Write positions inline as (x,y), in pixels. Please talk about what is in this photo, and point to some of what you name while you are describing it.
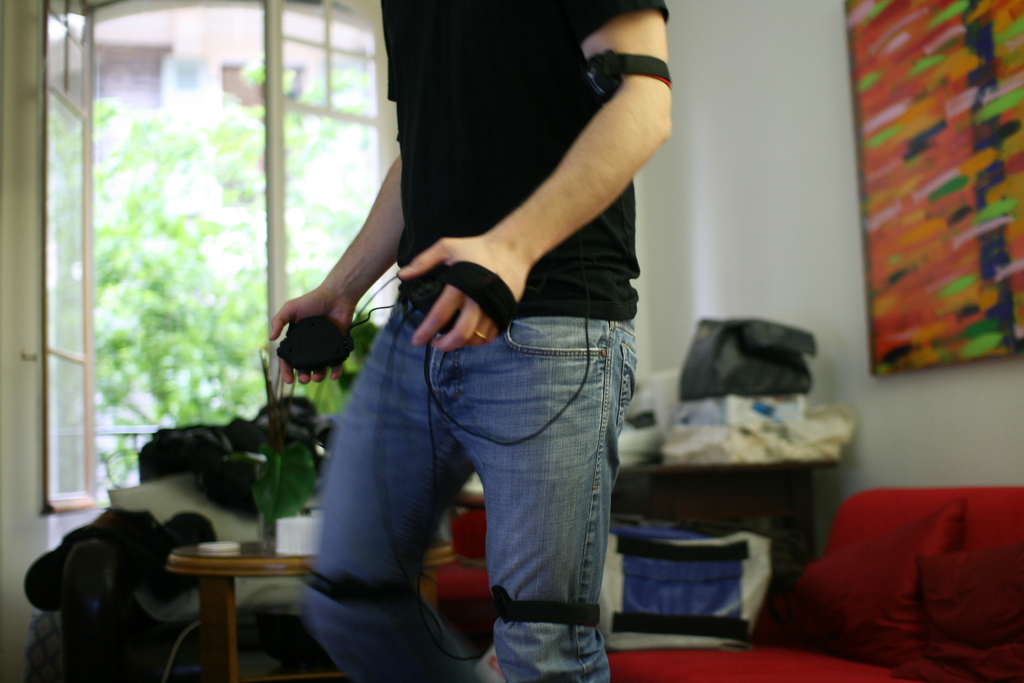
This picture shows a man (437,213) wearing a black t shirt (434,121), holding something in his hands (469,321) in this room (817,270). There is a red color sofa (755,663) here and a photo frame (875,191) attached to the wall (795,199). In the background (288,566) there is a table (234,561), clothes (179,482) and a window (255,315) here. We can observe some trees (187,281) through the window (192,228).
